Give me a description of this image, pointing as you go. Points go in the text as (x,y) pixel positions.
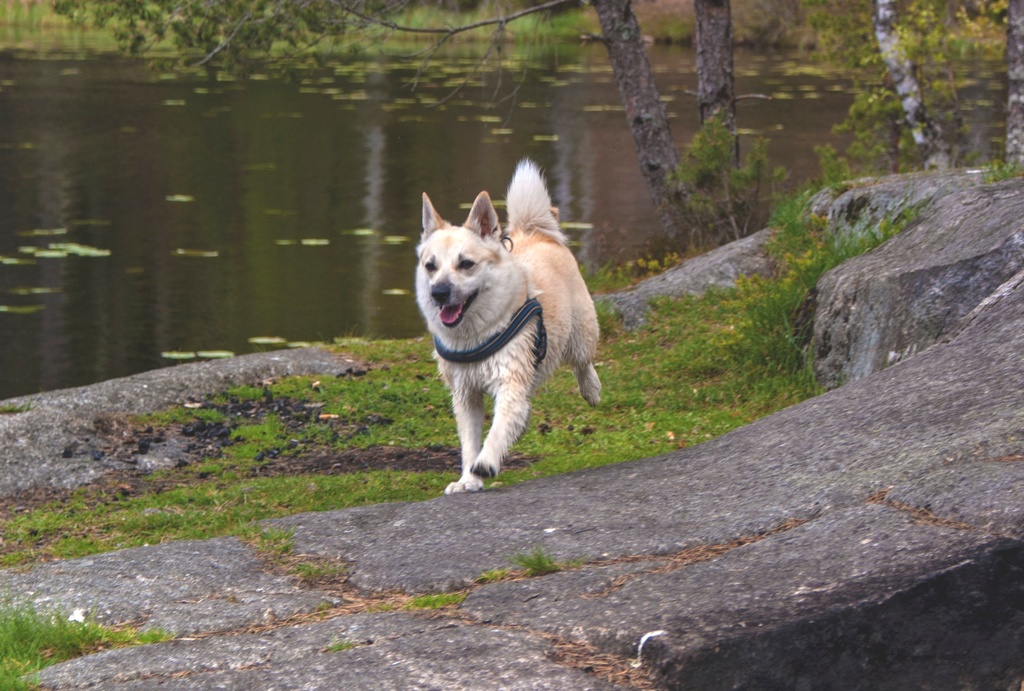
Here we can see a dog (439,325) running on the rock (520,647) and there is a belt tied to it. In the background (312,169) there is water (221,126), grass (504,7) and trees (260,32).
